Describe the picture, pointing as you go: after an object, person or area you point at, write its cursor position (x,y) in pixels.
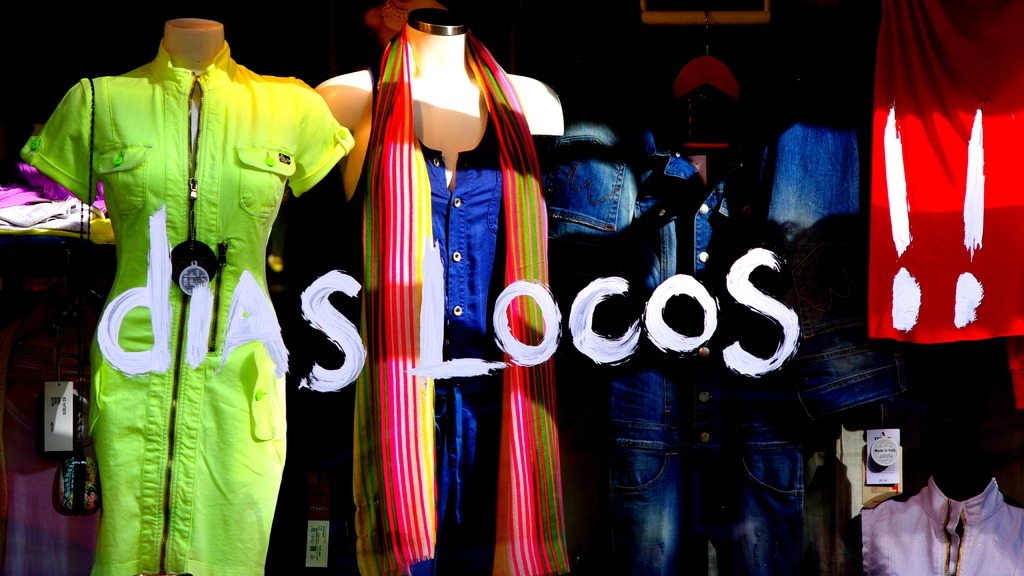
In this image, there are mannequin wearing dresses (235,473) and there is text (608,283).
